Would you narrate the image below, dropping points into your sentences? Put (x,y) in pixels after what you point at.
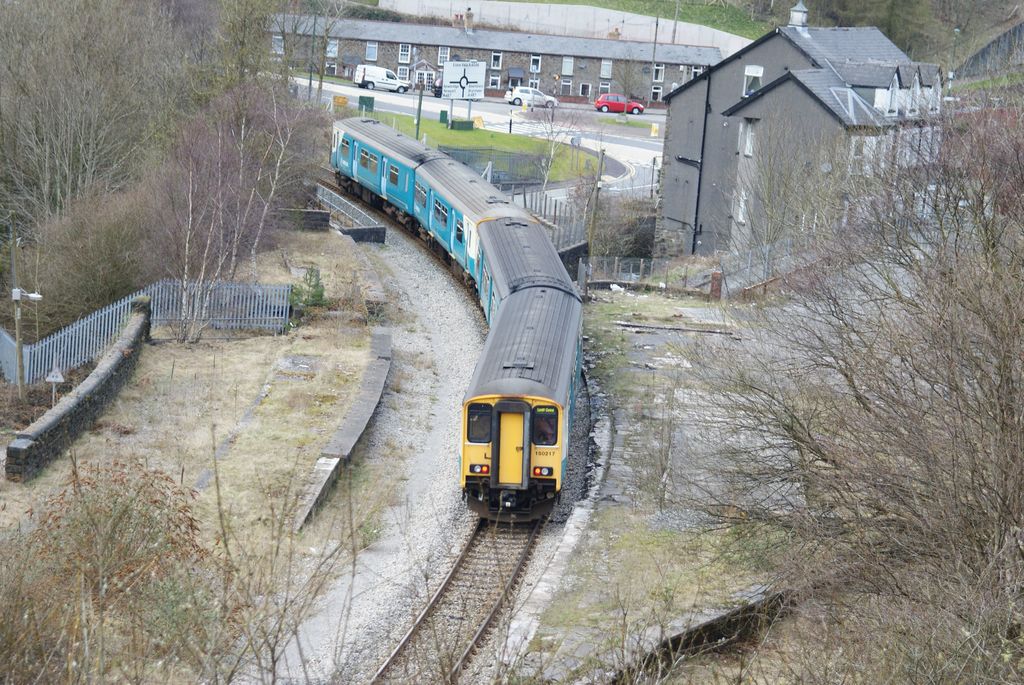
In the image I can see a train (533,326) on the track (464,679) and also I can see some trees (192,43), plants (5,569), fencing (641,263), cars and some buildings (813,173).
